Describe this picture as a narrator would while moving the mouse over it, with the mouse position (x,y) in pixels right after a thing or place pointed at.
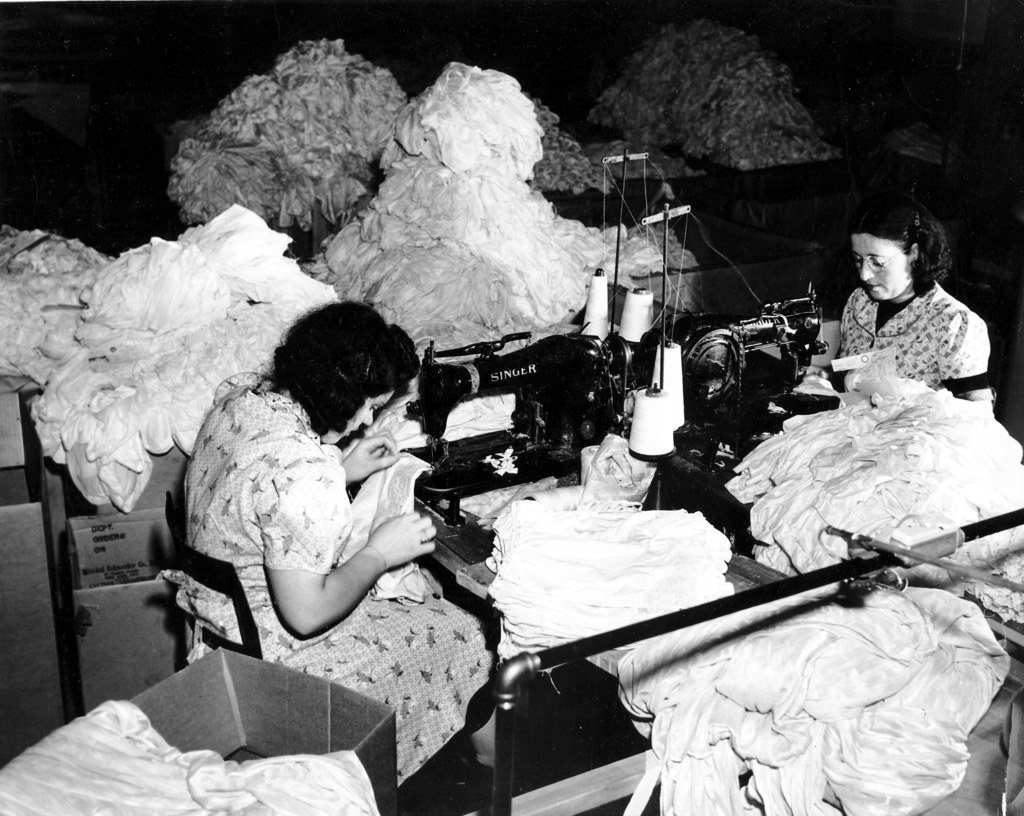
In this image I can see two person (873,326) sitting on the chair (189,564) and holding cloth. We can see sewing-machines (587,380), threads (639,428) and few clothes (670,551) on the table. Back Side I can see cardboard boxes (122,544). The image is in black and white.
